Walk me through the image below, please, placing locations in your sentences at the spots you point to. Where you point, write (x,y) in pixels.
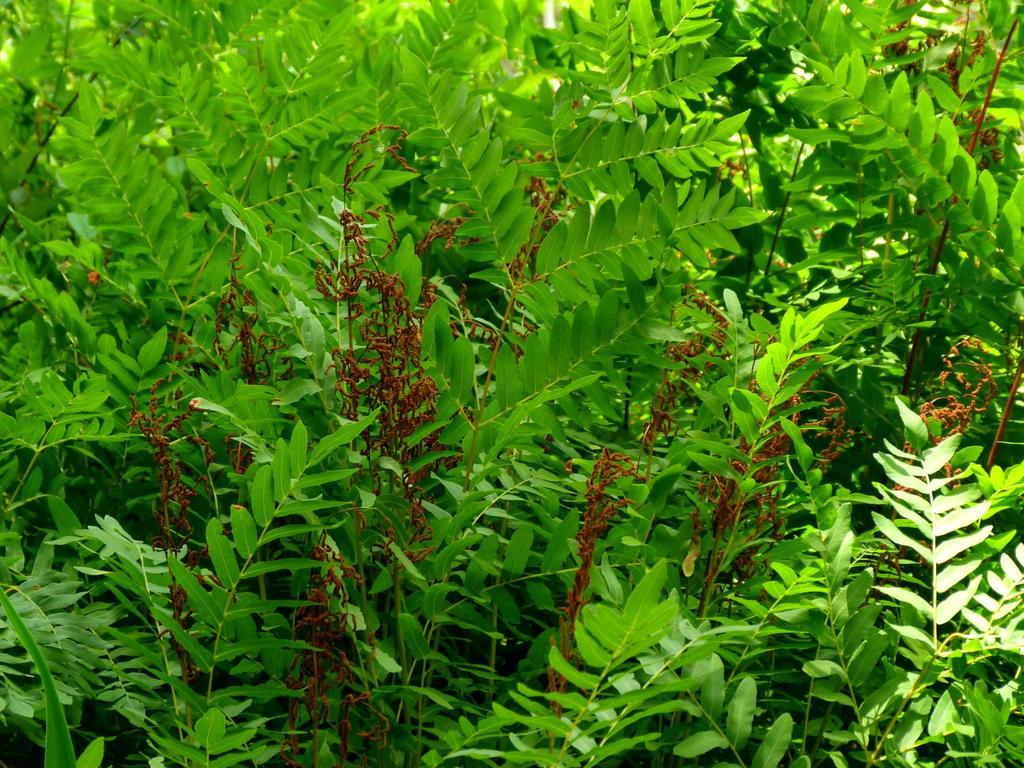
In this picture there are some green plant (107,654) with some dry brown leaves (412,398).
